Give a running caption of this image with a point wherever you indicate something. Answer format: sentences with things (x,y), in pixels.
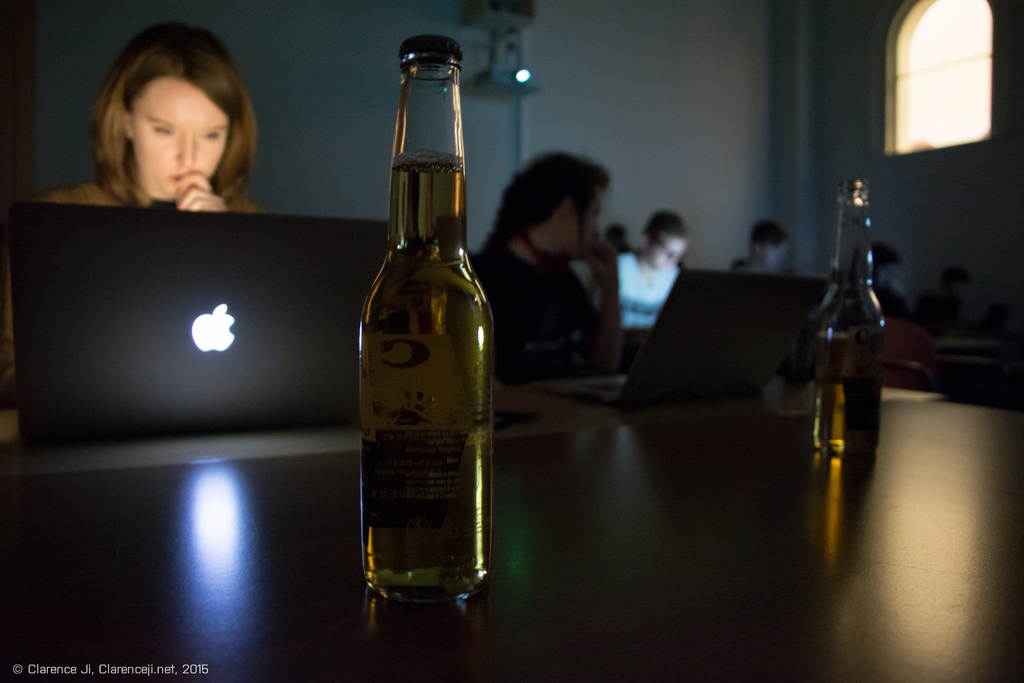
In the foreground of the image (544,504) we can see a bottle (379,424) placed on the table (691,602). In the background (171,182) we can see few persons (498,211) are using a laptop (104,232) in front of them.
